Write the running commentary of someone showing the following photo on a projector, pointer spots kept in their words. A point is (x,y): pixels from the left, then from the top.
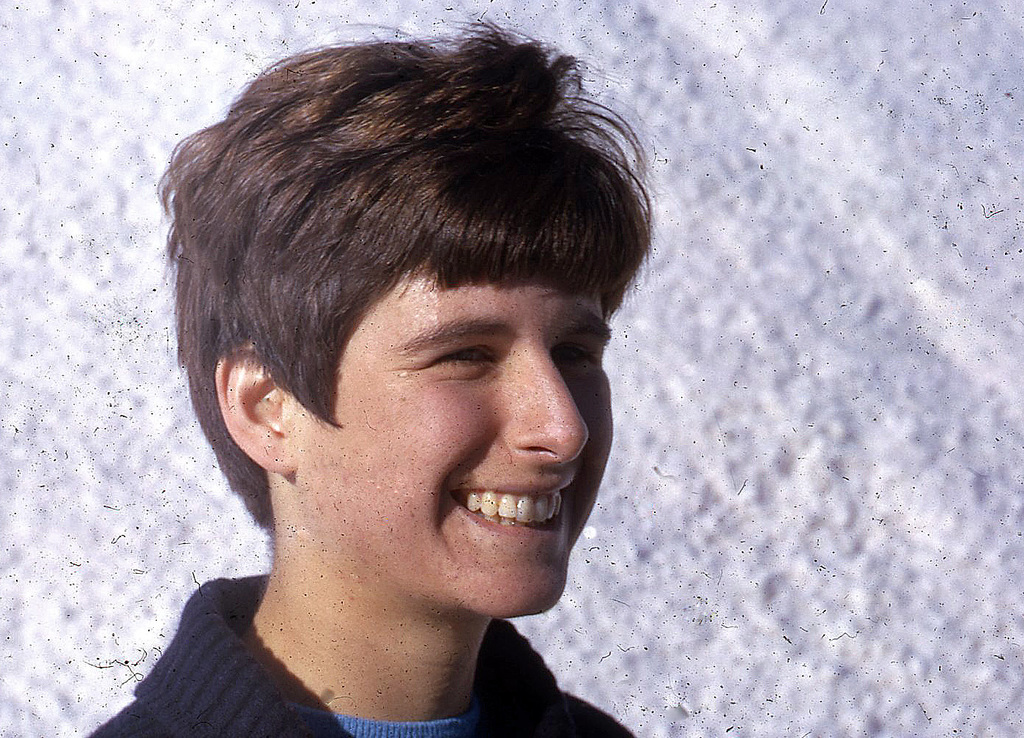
In this image, we can see a boy (191,709) smiling, the background (58,685) is not clear.
